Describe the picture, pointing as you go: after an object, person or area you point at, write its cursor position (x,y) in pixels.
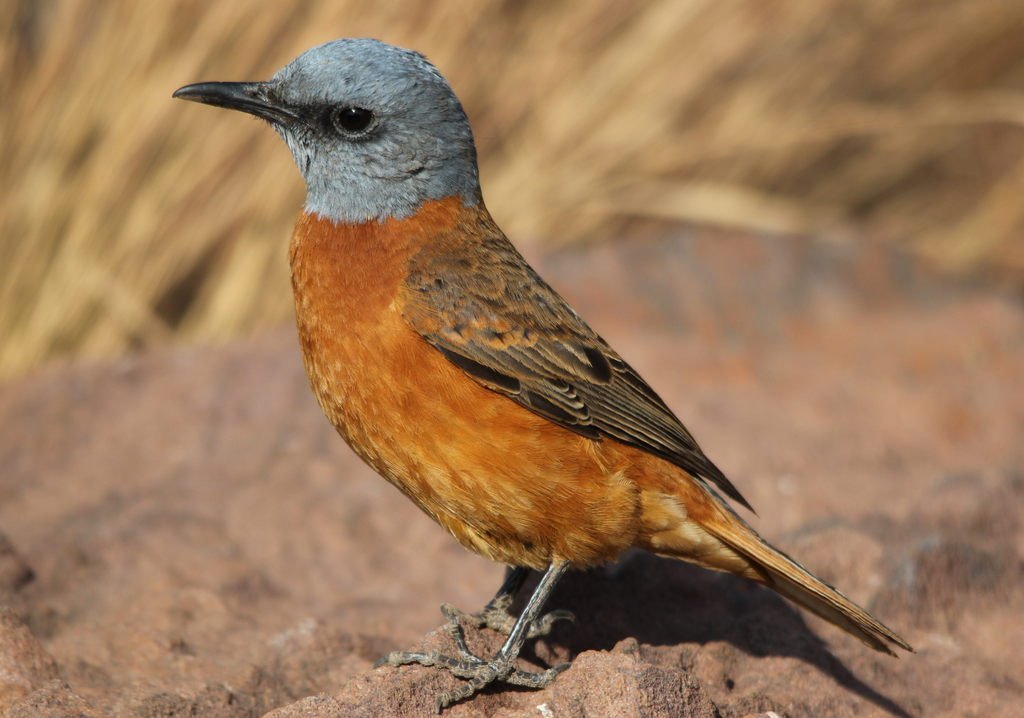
This image is taken outdoors. At the bottom of the image (394,665) there is a rock (644,675). In the background (94,259) there is grass (683,140). In the middle of the image (531,370) there is a bird (565,514) on the rock (571,632).
